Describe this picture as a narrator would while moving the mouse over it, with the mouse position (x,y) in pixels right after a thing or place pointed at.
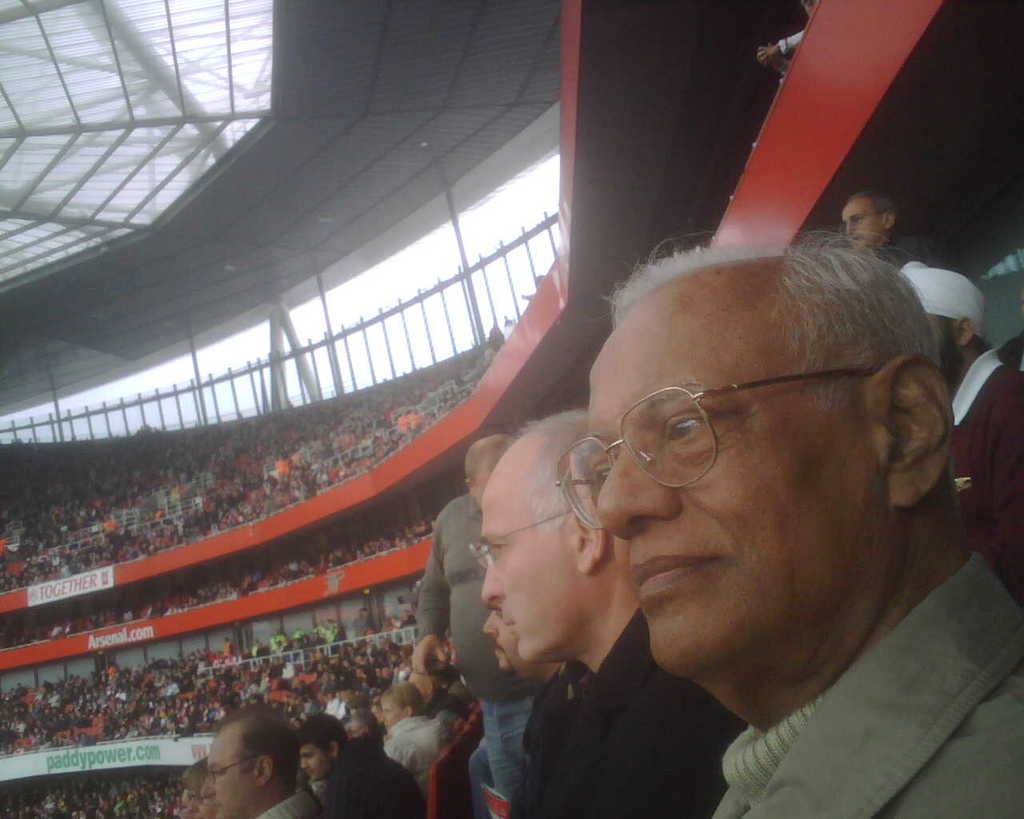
In this image few people (282,464) are in the balconies (267,541) having stairs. Right side (700,571) there is a person (695,474) wearing spectacles (689,477). Behind him there is a person (967,358) wearing a cap (945,285). Top of the image (404,88) there is a roof (423,32). There is railing (334,354) on the wall (509,372). Bottom of the image (450,738) few people (415,734) are sitting on the chairs (429,805).
